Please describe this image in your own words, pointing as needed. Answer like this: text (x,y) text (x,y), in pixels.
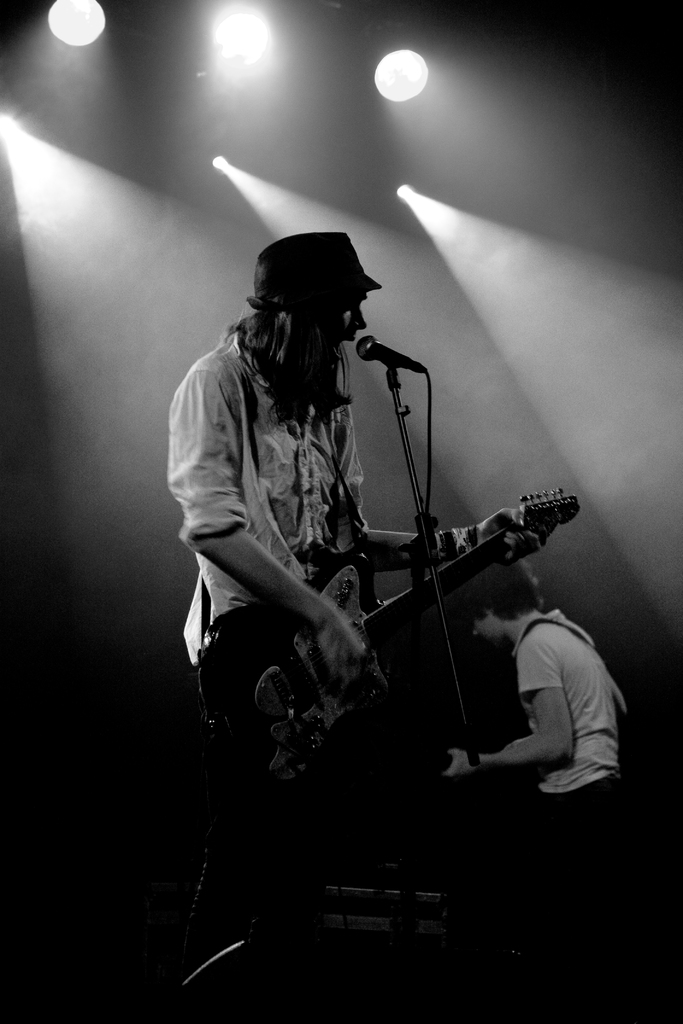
In this image, In the middle (246,601) there is a man (249,523) standing and holding a music instrument (527,527) and there is a microphone (389,350) which is in black color, In the right side (578,811) there is a man (574,751) sitting, In the background (563,339) there are some light (59,31) which are in white color.
